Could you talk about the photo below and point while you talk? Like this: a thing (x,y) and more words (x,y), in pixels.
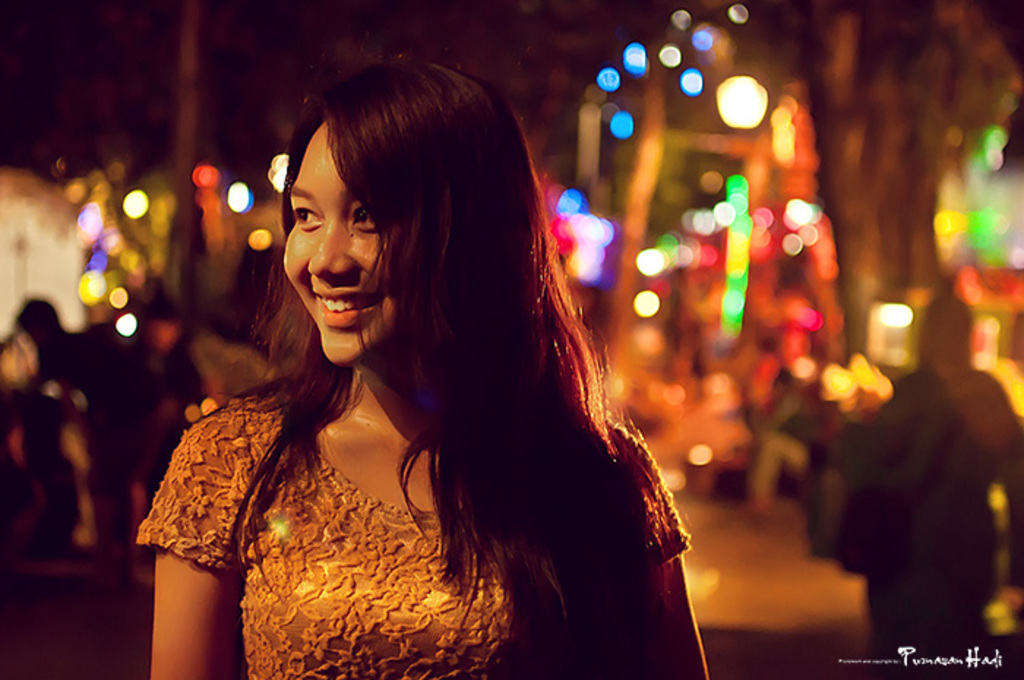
On the left side of the image (341,376) we can see a woman (322,330), she is smiling, behind her we can see few lights (645,301) and blurry background (805,274), in the bottom right hand corner (962,665) we can see some text (966,651).
